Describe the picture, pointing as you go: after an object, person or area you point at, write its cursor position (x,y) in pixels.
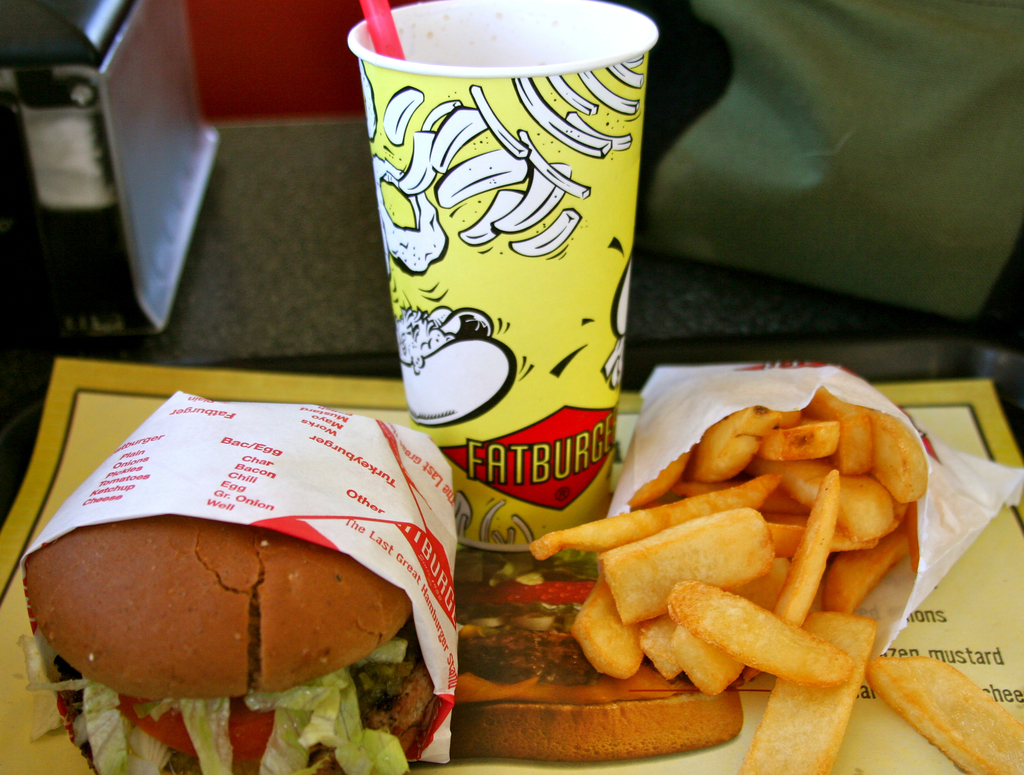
At the bottom of the image (56,625) we can see a table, on the table (365,273) we can see some food (106,712) and cup (556,223). Background of the image (993,186) is blur.
